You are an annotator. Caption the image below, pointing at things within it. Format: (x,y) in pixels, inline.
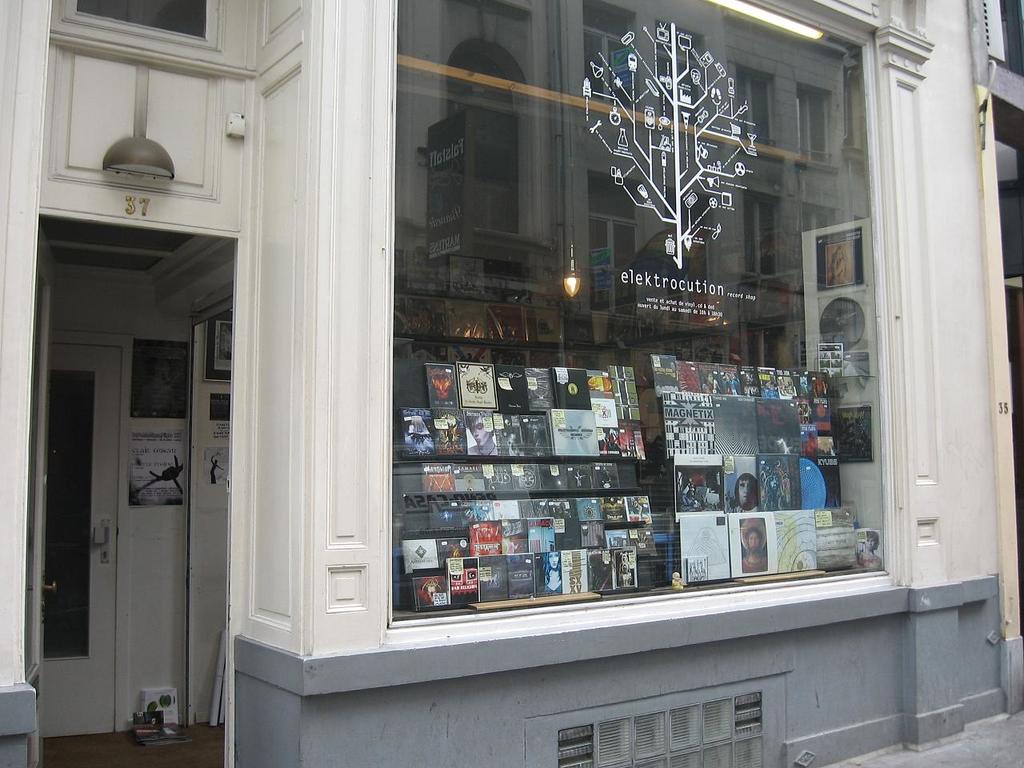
In this image I can see the building (507,116). Inside the building (402,189) I can see the CDs (466,484) and vinyl records (755,426) which are colorful. I can see these records (585,427) through the glass (635,257). To the left (228,480) there are some boards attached to the wall (169,563).
